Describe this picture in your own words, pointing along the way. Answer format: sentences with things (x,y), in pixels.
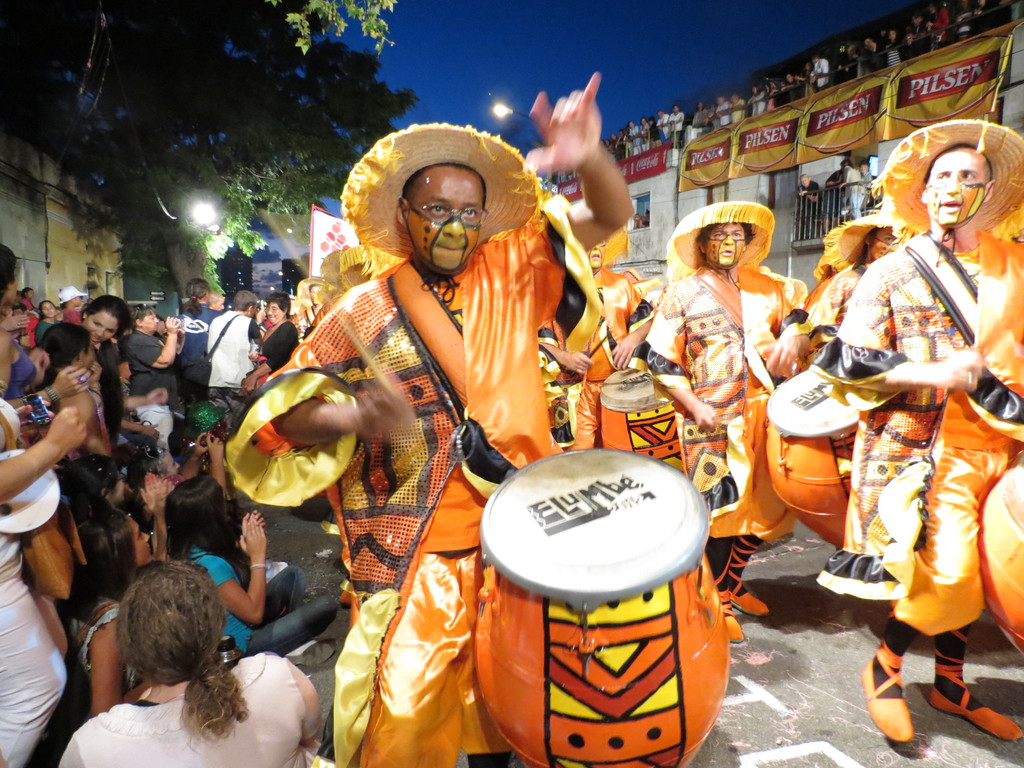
These group of people (442,438) are playing musical drums (583,512). Above this building (643,187) there are many persons (943,30) standing. These are trees (289,183) and lights (216,212). These are group of people (16,461).
